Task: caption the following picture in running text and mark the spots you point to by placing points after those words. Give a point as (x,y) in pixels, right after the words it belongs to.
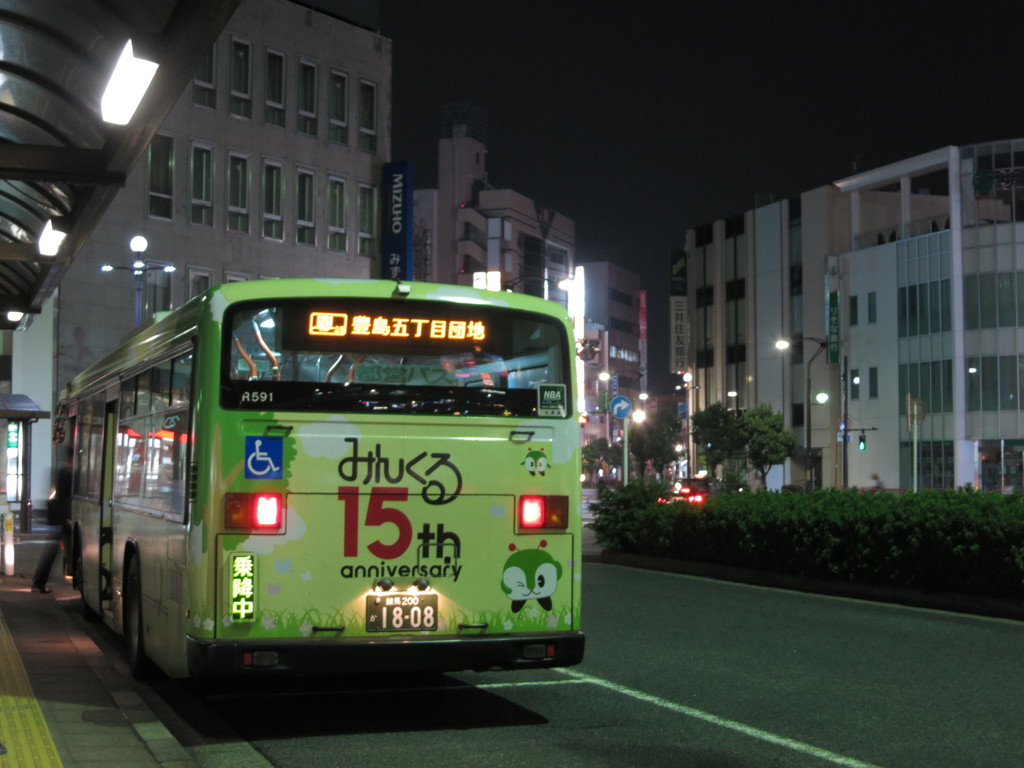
This picture might be taken outside of a city, in this image on the left side (170,520) there is a bus (504,497). And in the background (940,265) there are buildings (147,250), trees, poles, lights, and at the bottom (1003,624) there is road (948,624). And on the left side of the image (63,523) there is one person (61,527) and in the top left hand corner (49,138) there are lights (53,235) and some board (56,71). At the top (709,63) there is sky (496,68).
